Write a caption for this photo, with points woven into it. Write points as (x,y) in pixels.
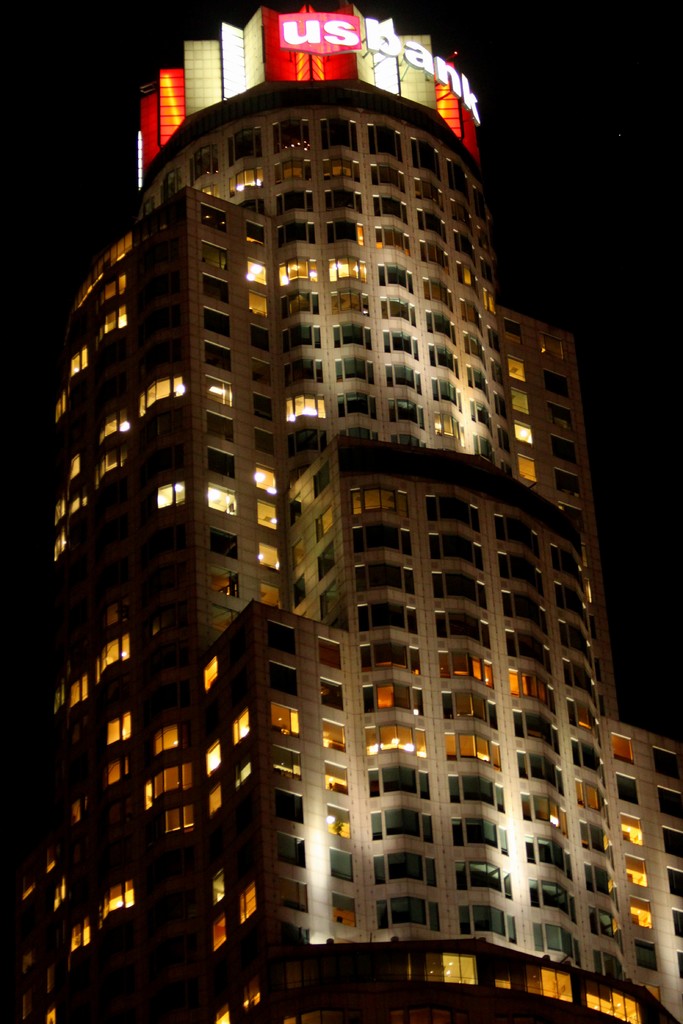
Here we can see a building (340,410) and a board (344,53). There is a dark background (48,18).
